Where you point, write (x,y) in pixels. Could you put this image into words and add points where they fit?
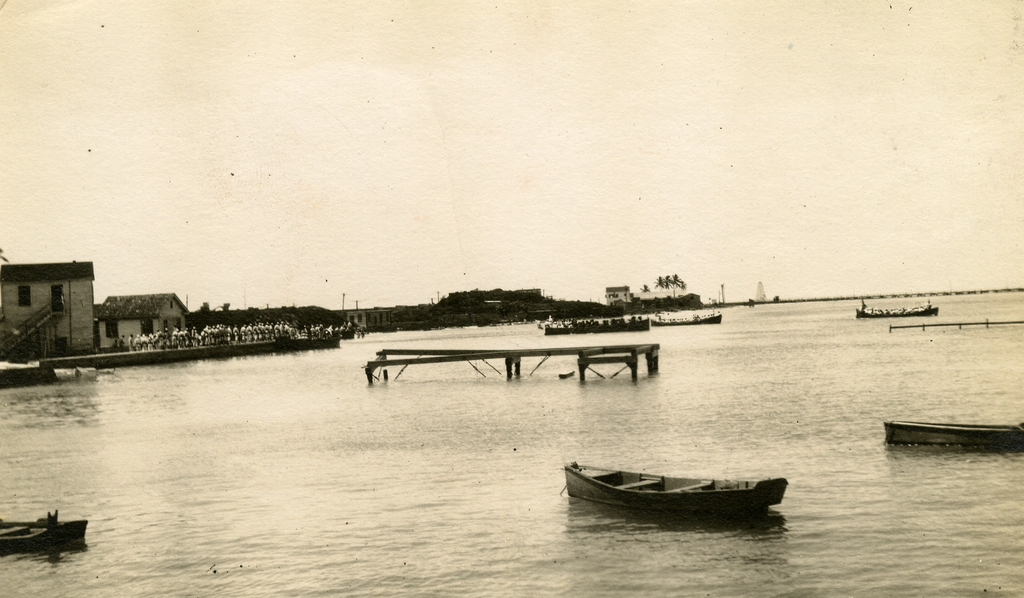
In the picture I can see the ships (9,546) sailing on the water (838,433). I can see a group of people (303,337) on the left side (293,332). I can see the houses (128,335) and trees (298,316).
